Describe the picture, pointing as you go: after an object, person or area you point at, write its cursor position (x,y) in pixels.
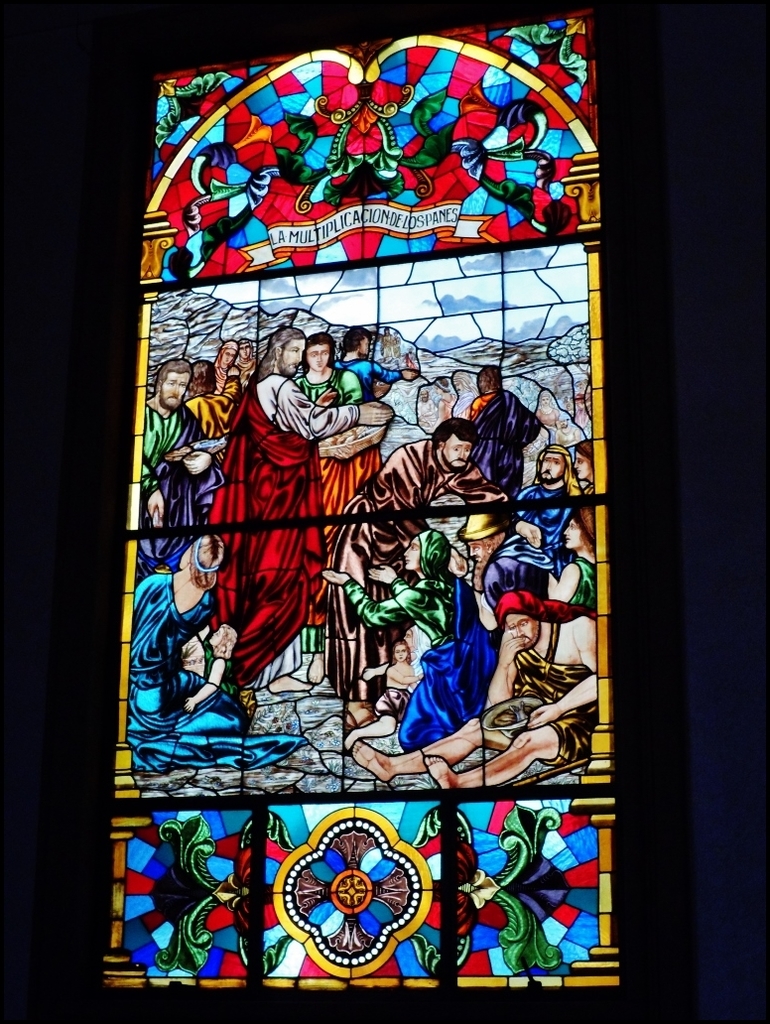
In this image we can see the stained glass (249,145) on which we can see the pictures (283,550) of a few people (267,550). The background of the image (14,38) is dark.
